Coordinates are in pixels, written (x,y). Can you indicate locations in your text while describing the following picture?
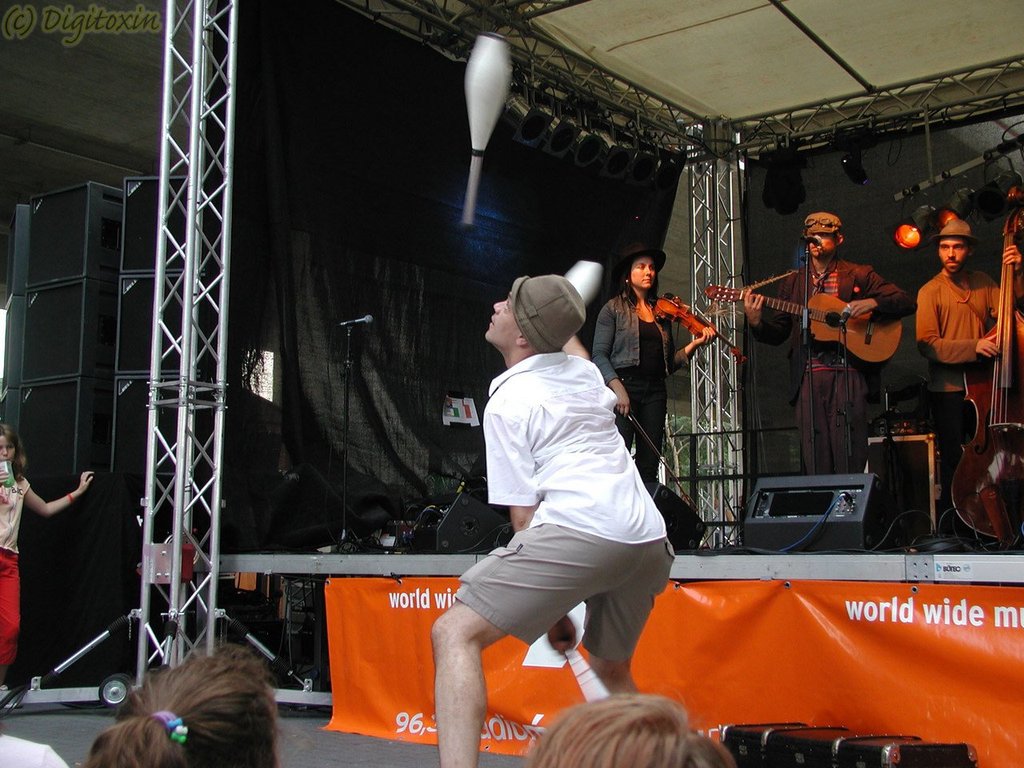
There is a man (547,571) wearing a hat (545,304) standing on the floor (330,751). In the background (671,362) on the stage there are some people (801,350) standing and playing musical instruments (852,353) in their hands (748,307), in front of mic (808,300). There is a woman (16,525) in the left side (2,548). In the background (361,355) there is a dark black color cloth (846,186). There are some speakers (83,310) here.
